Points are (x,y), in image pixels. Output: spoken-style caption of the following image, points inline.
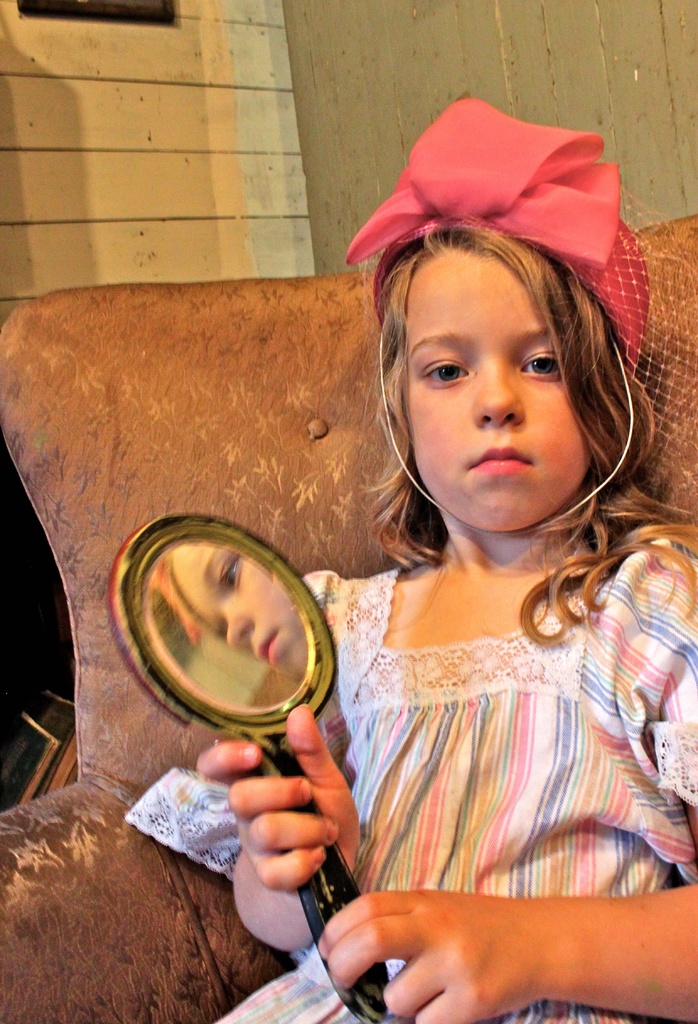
In the foreground of this image (532,644), there is a girl (532,876) sitting on a sofa (141,917) holding a mirror (268,603) and wearing a head band (520,170) on her head (421,252). In the background (346,188), there is a wall (285,133).
